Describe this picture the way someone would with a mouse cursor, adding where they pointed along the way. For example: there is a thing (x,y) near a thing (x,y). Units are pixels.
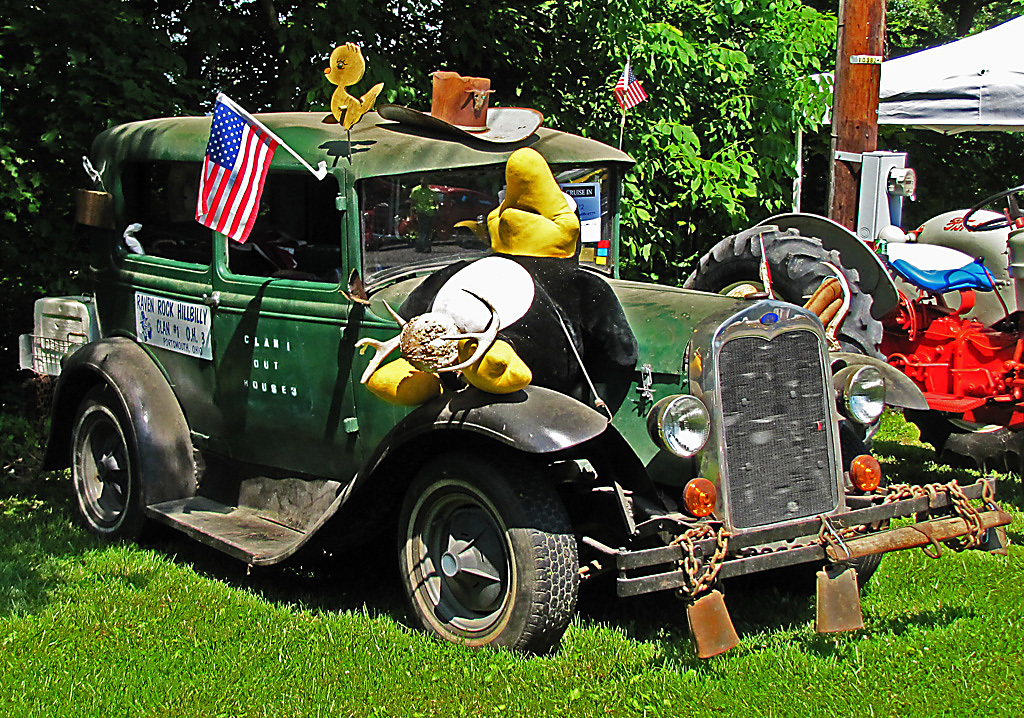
In this image, I can see a hat (486,141), flags (266,162) to the poles (295,158) and few other objects (548,371) on a car (406,445), which is on the grass (512,684). On the right side of the image (955,79), I can see a pole (844,192), canopy tent (934,102) and a vehicle (920,266). In the background (501,46), there are trees (279,47).
